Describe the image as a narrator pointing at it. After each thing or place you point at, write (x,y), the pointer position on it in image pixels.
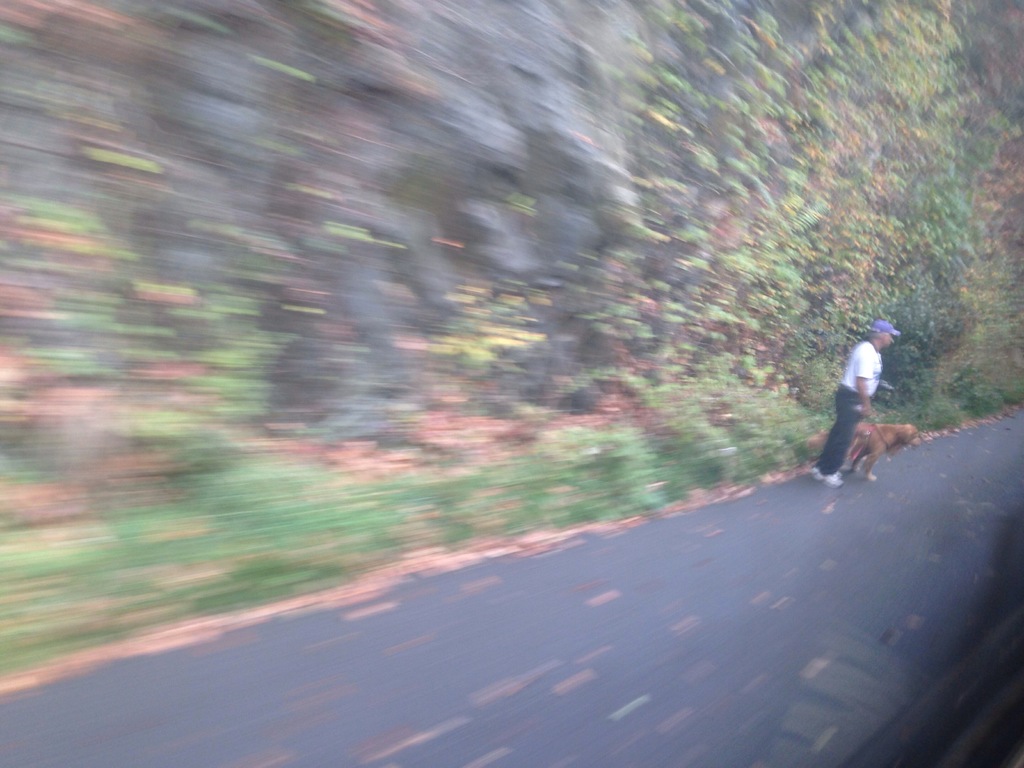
In this picture we can observe a person (834,438) standing on the road (742,650), holding a belt (870,431) of a dog (877,443) in his hand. Beside the person (856,367) there is a brown color dog (878,446) standing on this road (780,547). We can observe some plants (679,218) and trees (916,185).
